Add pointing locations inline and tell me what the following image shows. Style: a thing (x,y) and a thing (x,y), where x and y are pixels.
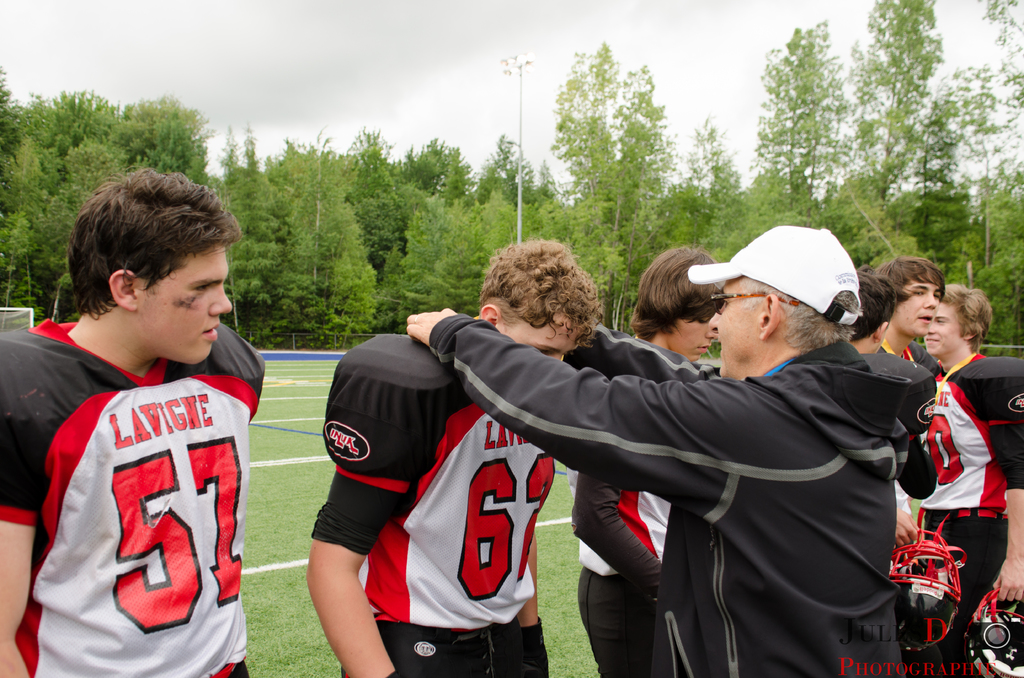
There are some persons (410,460) standing on the ground (283,448) as we can see at the bottom of this image (604,468) and there are some trees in the background (402,257). There is a sky (358,57) at the top of this image (456,76).
